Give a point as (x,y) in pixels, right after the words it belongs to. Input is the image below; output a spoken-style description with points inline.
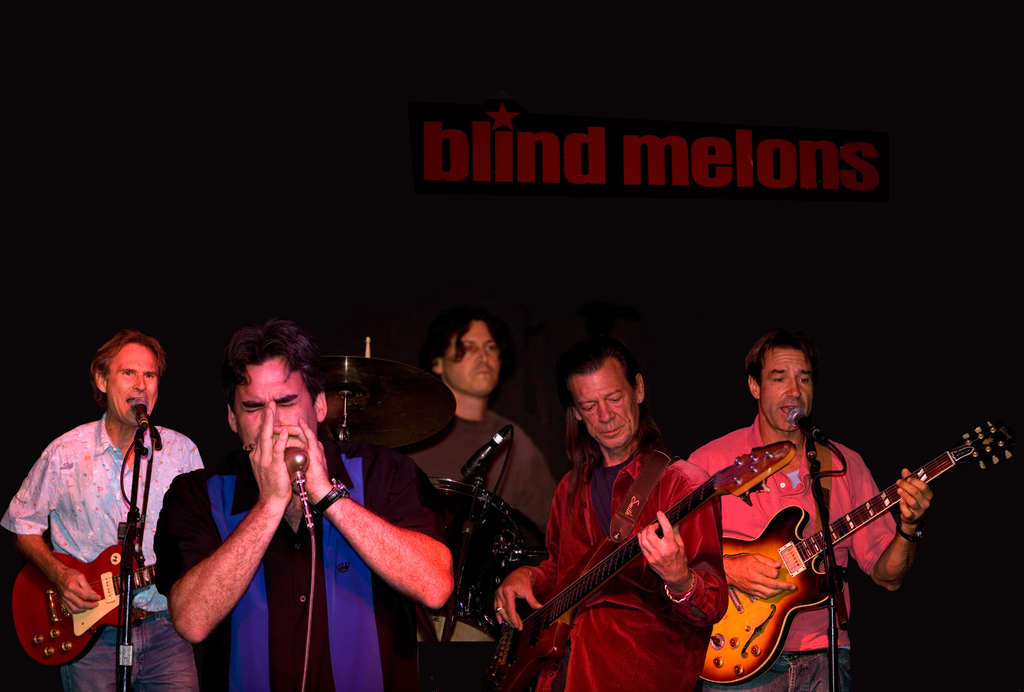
These persons (799,484) are playing musical instruments (451,515). These two persons (140,394) are singing in-front of mic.
